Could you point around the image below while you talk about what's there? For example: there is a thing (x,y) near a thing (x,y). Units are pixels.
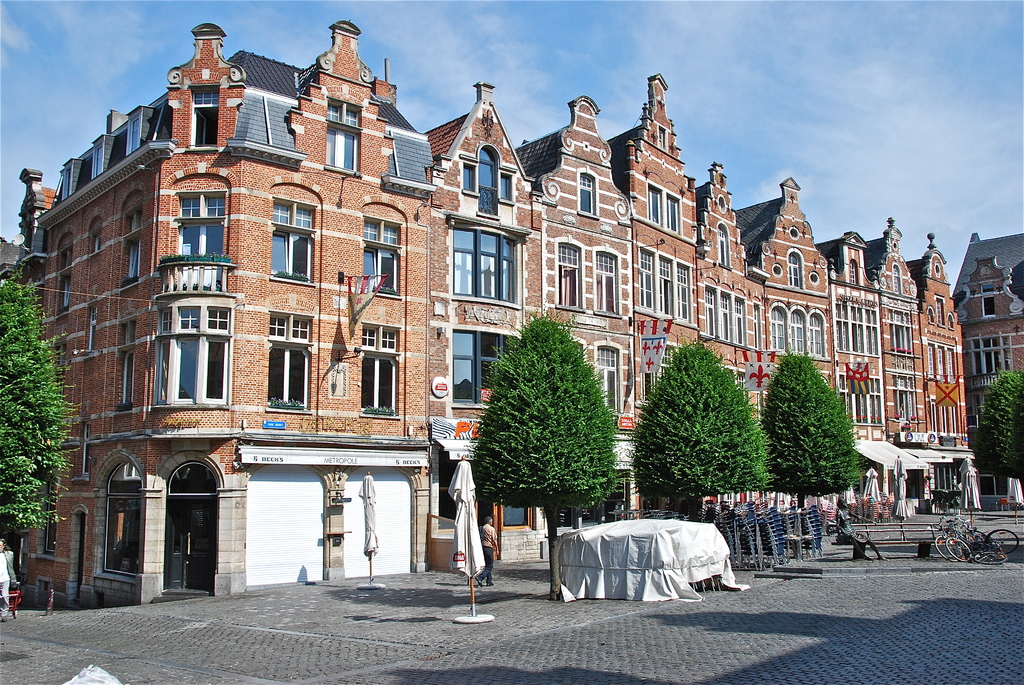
In this image in the center (510,243) there are some buildings (696,286) and trees (580,461), on the left side (38,415) there is one tree (49,460) and also in the center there is one person (491,548) who is walking. At the bottom (261,612) there is a walkway (910,595), and on the right side (962,535) there are some cycles (950,538). In the center (660,351) there are some chairs (735,540) and the chairs (748,538) are covered with a cloth (641,582) and also there are some flags (947,394) and poles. On the left side (15,584) there is one person (10,575), and on the top of the image (234,33) there is sky (696,56).
